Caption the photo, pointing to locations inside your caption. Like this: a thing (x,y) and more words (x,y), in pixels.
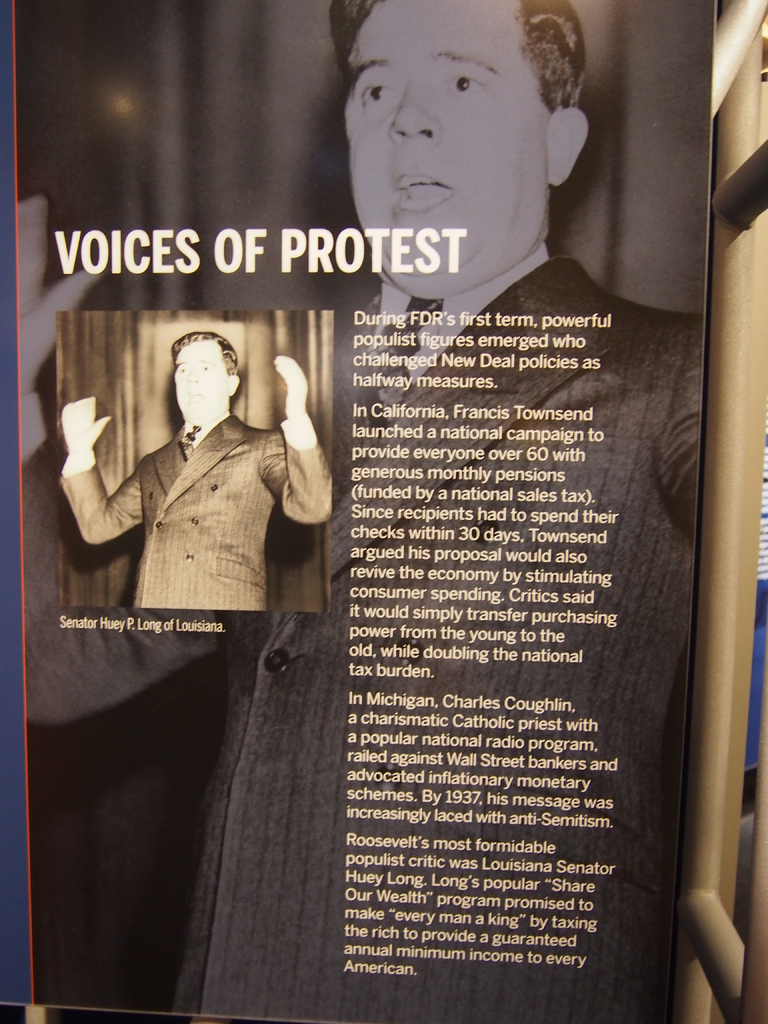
In this image there is a banner (412,328). Beside there are metal rods (738,300). On the banner (514,492) there are images (195,407) of a person (399,463) and some text (438,754). The person (375,902) is wearing a blazer (221,467) and a tie (183,450).
